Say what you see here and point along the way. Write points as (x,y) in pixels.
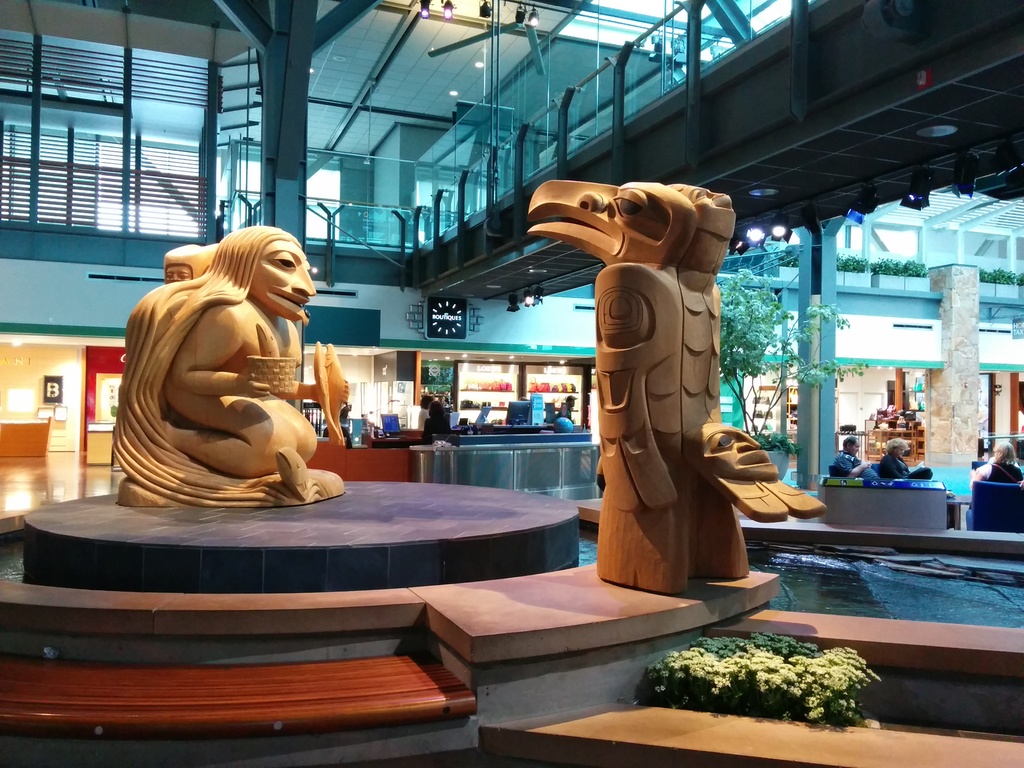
This is the inside view of a building (580,282). There are sculptures (673,332), plants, water (1017,611), and few persons (1022,477) sitting on the chairs (973,519). Here we can see pillars (969,355), lights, monitors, glasses (376,225) and wall (569,336). This is ceiling (431,120).
